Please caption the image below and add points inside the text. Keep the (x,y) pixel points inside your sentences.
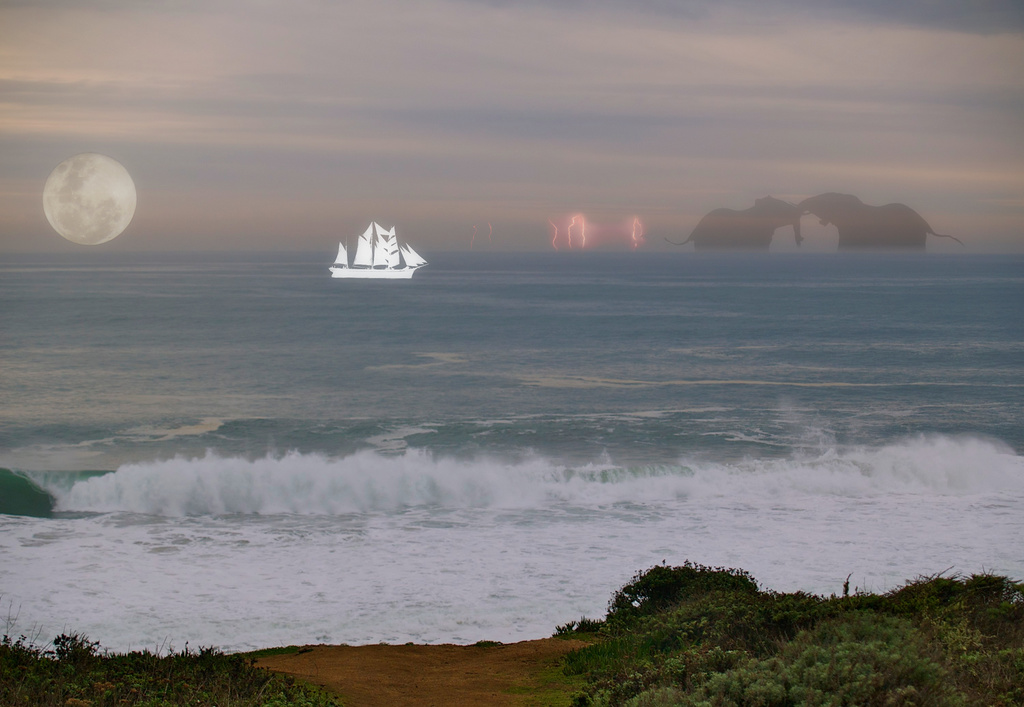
In this image there is graphics of a boat (345,276) on the water (676,255) and elephants (738,228) on the water (843,254). At the bottom (314,691) there are trees (612,683). In the back (485,423) there is water (493,422). In the background (306,83) there is sky (178,158) with moon (107,196).
